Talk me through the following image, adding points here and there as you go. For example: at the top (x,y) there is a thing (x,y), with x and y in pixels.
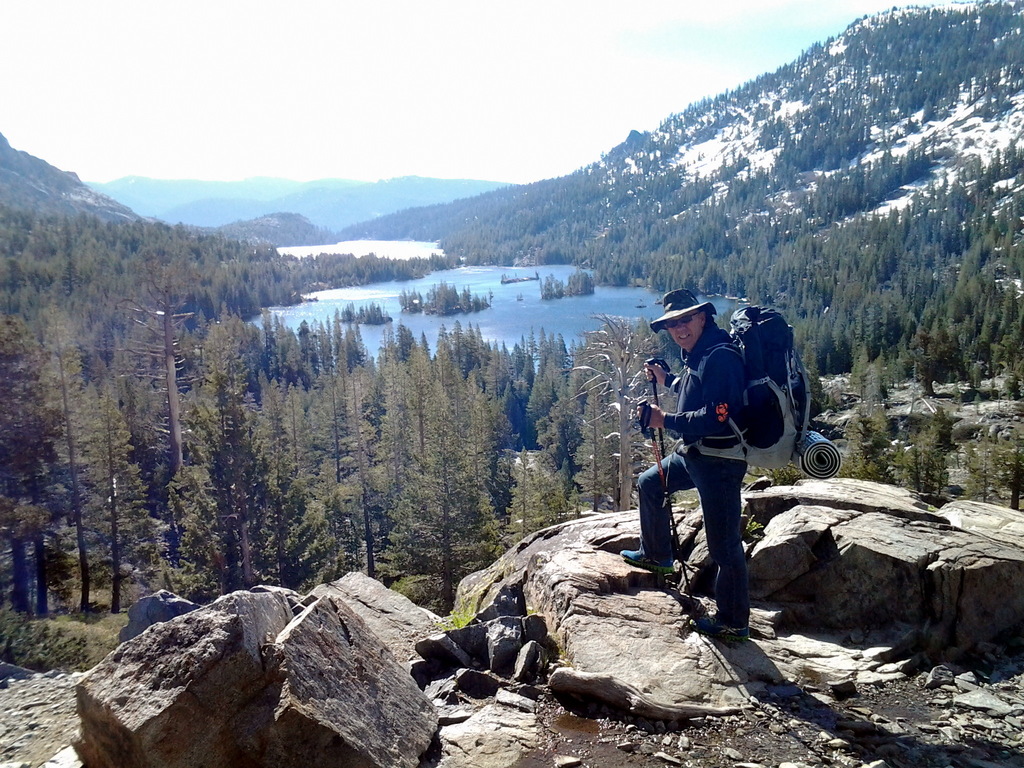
In this image on the right side (688,326) there is one man (693,428) who is standing and he is wearing a bag (769,425) and he is holding a stick (641,416), and on the background (472,66) there is sky (497,112) mountains (772,160) on the right (711,156) and left side (127,215) and trees (279,430) and rocks (497,596) and in the center (487,313) there is a river (424,318).
